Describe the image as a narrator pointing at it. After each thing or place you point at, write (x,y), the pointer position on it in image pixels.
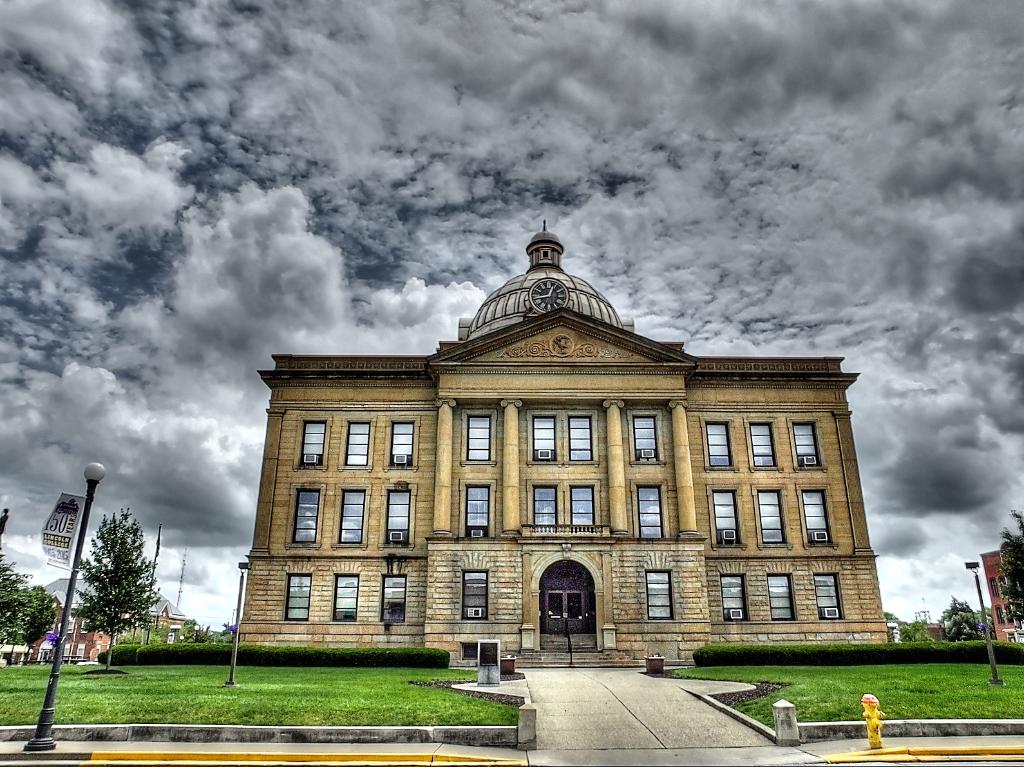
In the image there is a palace (642,494) in the back (642,494) with many windows (642,494) and clock (559,295) and above it, in front of there is a way (635,690) with garden (821,690) on either side and above its sky (191,223) with clouds (720,122).
